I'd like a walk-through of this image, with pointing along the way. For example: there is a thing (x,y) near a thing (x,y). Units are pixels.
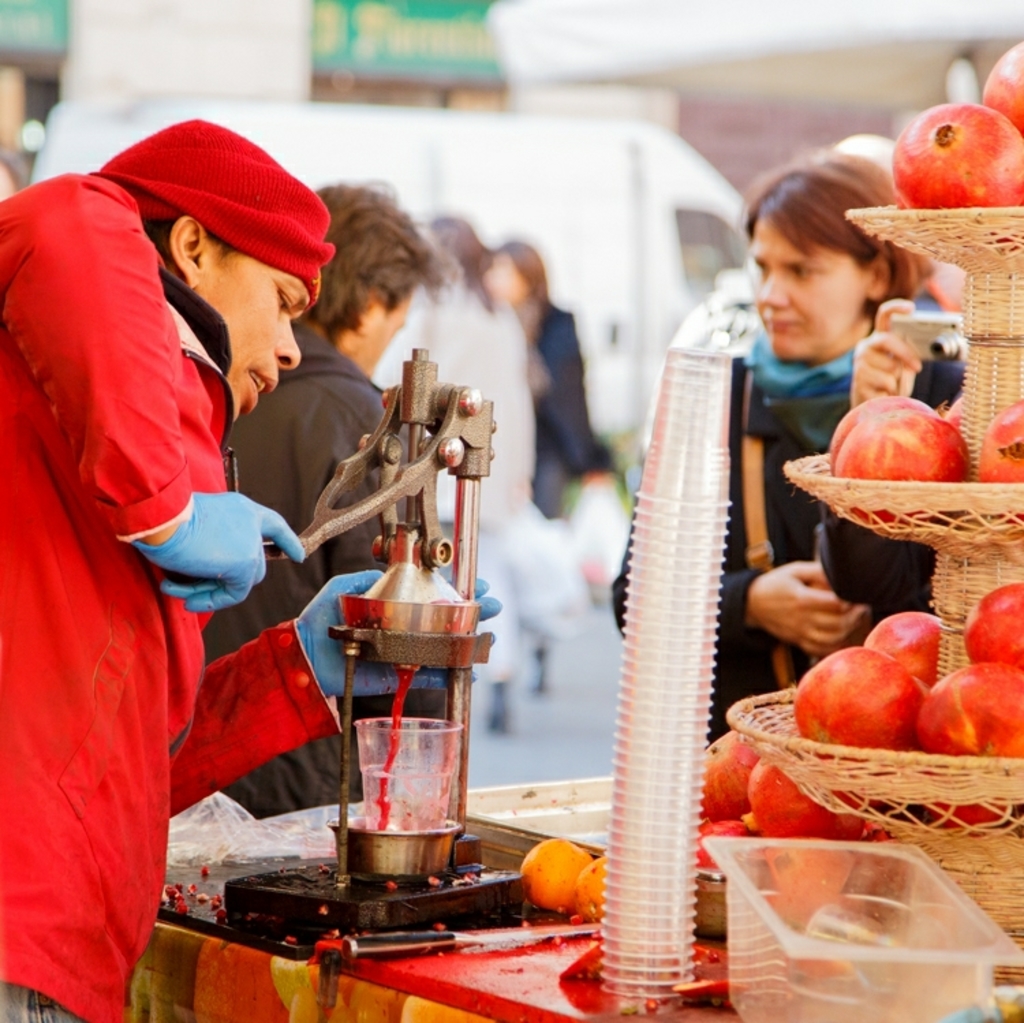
At the bottom of the image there is a table (379,1012). Beside the table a person (302,617) is standing and holding a machine (425,356). On the table (435,919) there are some glasses (627,730) and fruits (579,980) and bowl (912,845). Behind the table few people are walking. Behind them there is a vehicle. At the top of the image (269,53) there is a building (829,139).
